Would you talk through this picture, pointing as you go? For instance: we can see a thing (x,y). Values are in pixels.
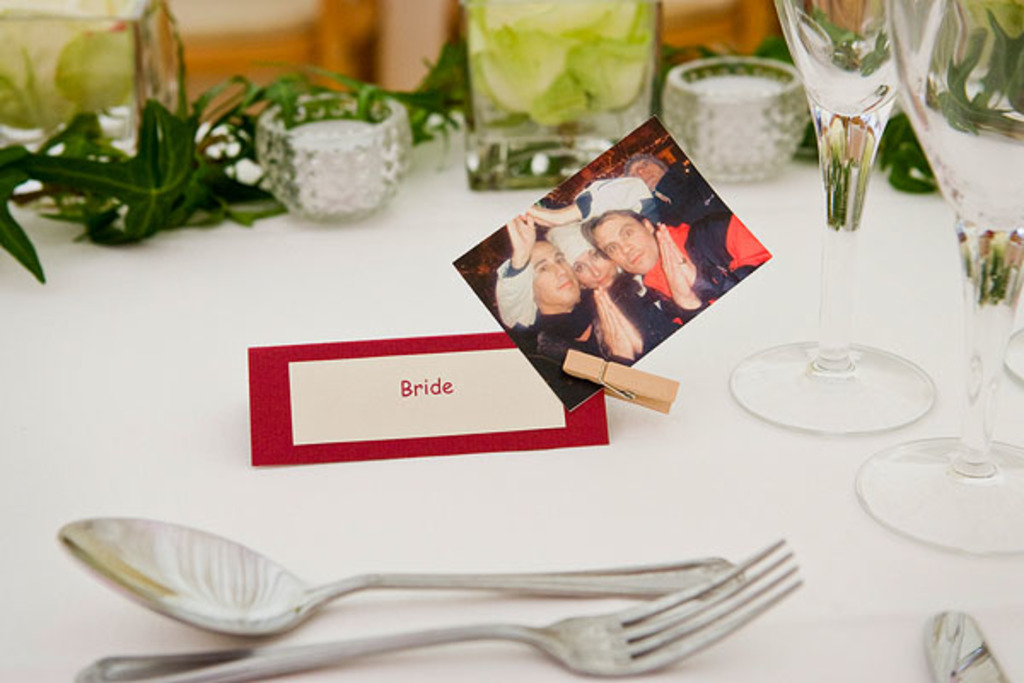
In the image there is a table (413,261). On table (413,261) we can see a card (487,407) in which it is written as bride and a photo (546,275), spoon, fork (716,611), knife (949,637), glass (973,193), leaves (151,172).
